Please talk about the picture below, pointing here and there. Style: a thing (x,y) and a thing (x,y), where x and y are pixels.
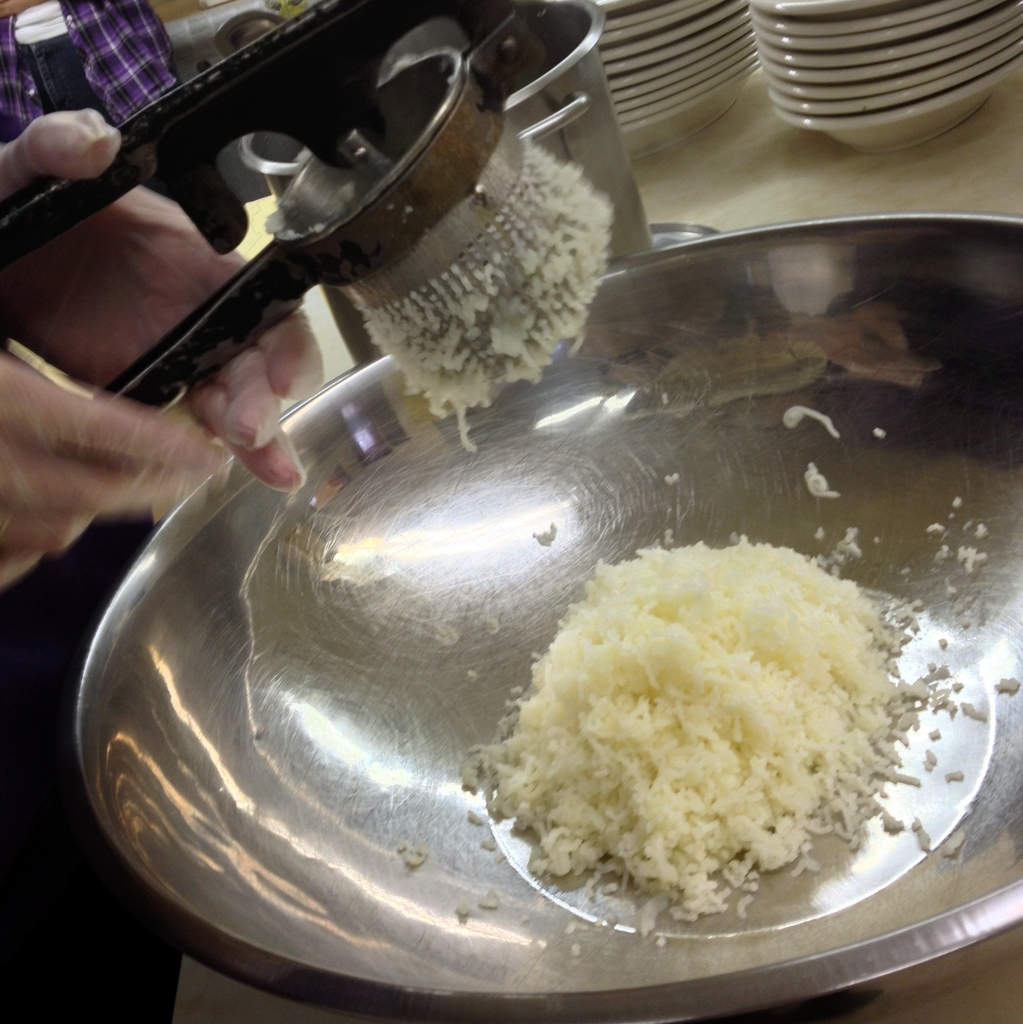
In the center of the image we can see one table (982,159). On the table (963,167), we can see plates (951,116), bowls (174,728), containers (568,52) and a few other objects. In the front bowl (806,870), we can see some food item (726,629). On the left side of the image (90,340) we can see human hands (62,410) holding some object (183,320).
